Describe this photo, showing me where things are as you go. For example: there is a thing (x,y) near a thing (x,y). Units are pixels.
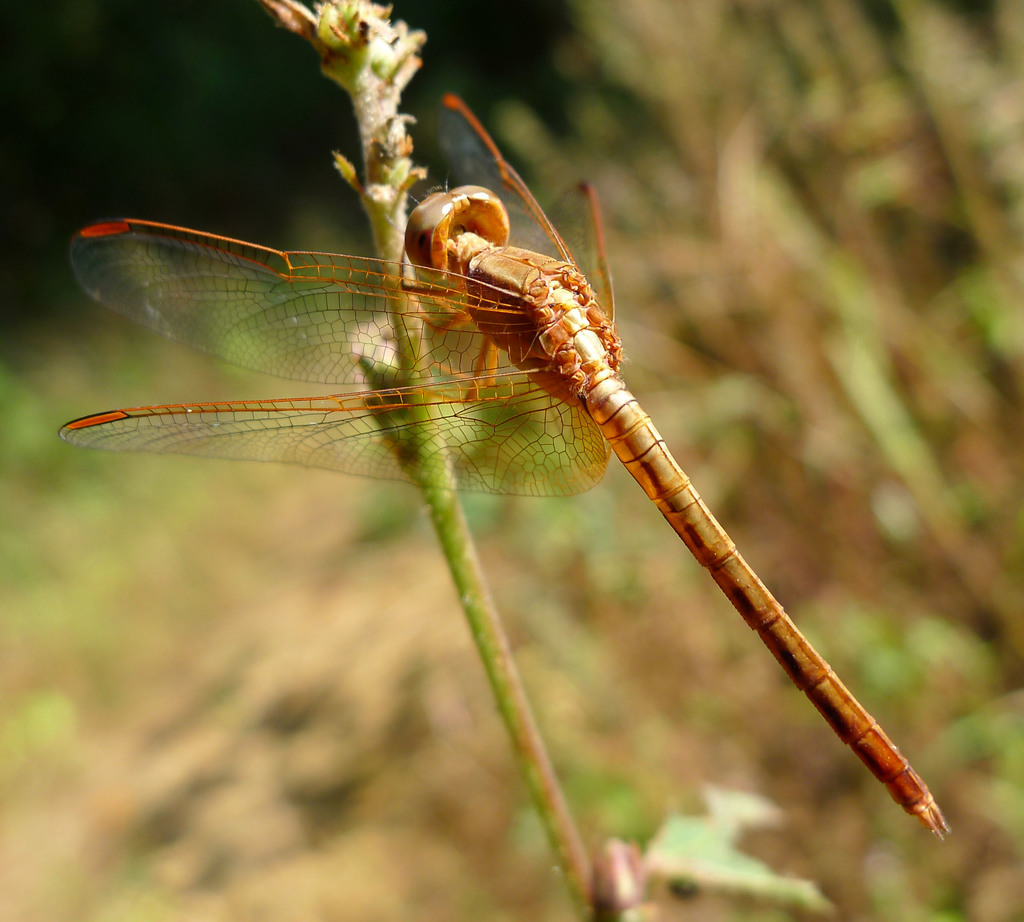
In this image I can see a insect (537,345) which is gold and brown in color on a plant (363,9) which is green in color. In the background (348,97) I can see few blurry objects (327,787) which are brown, green and black in color.
